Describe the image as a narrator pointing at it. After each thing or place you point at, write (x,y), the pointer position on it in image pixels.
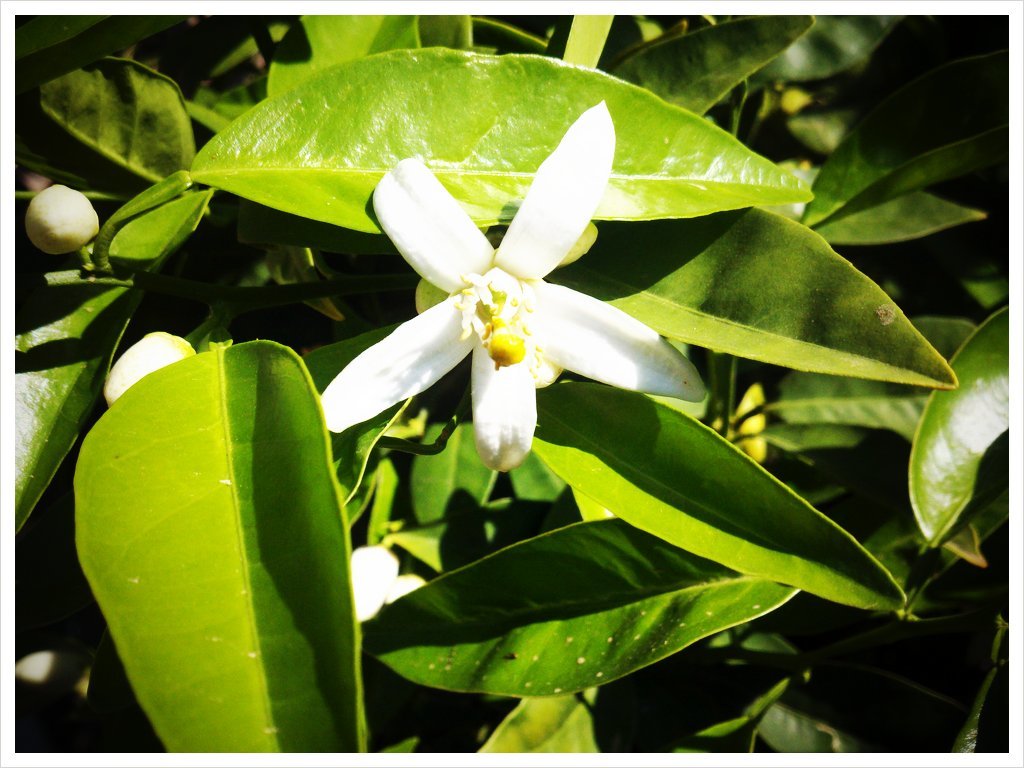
In this image there is a plant (536,273), there are white flowers (452,265), there are buds (84,196), the background of the image (835,131) is dark.
